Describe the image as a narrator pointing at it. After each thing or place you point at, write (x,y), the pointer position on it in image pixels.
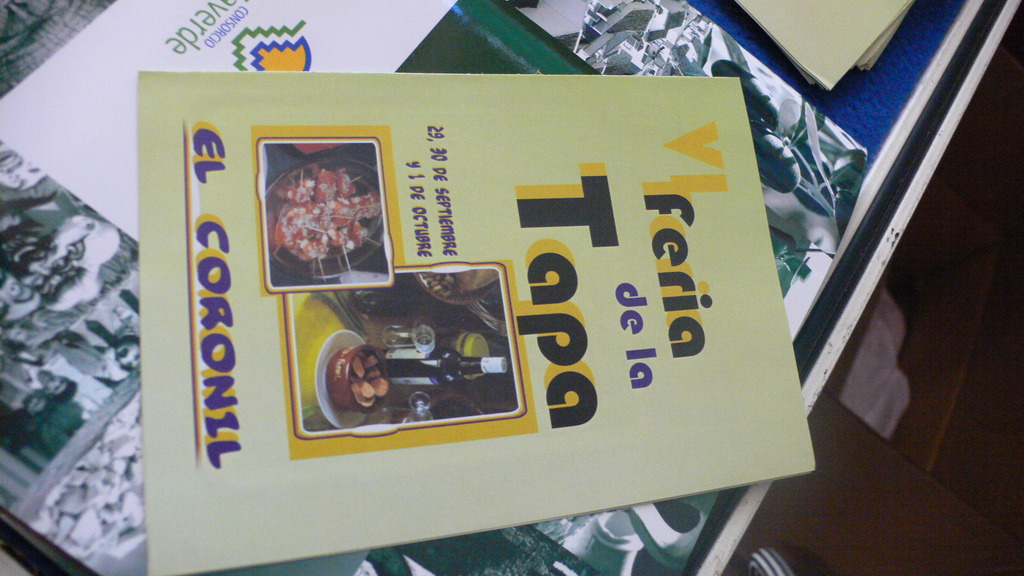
In this picture there are books (529,185) on the table (842,308). There is a food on the plate (300,268) and there is a bottle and there are glasses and plates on the table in the book (176,340). At the bottom (62,400) there are photos (123,416) on the table (847,85). On the left side of the image (65,418) there are two persons (79,421) standing in the photo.
